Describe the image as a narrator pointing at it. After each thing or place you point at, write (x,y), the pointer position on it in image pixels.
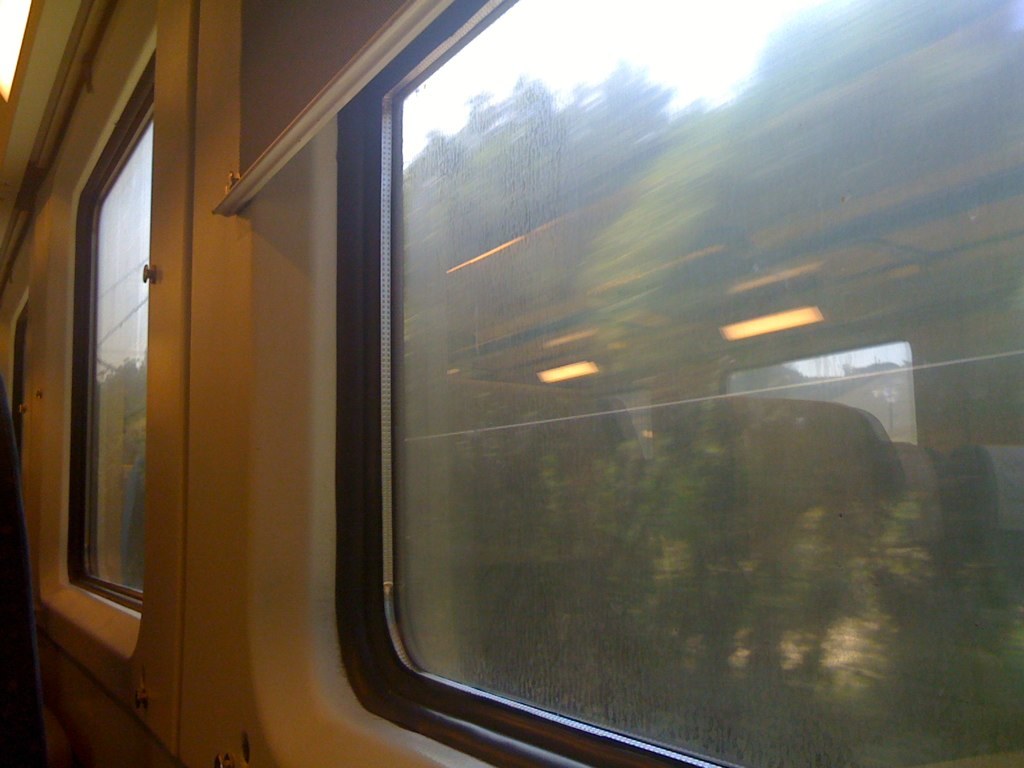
In this picture we can see glass windows (698,210) and the reflection (901,264) of the lights (809,316), seats (844,428), window (874,383) on the glass (674,345) and from this glass (676,264) we can see trees (589,97) and the sky (486,80).
